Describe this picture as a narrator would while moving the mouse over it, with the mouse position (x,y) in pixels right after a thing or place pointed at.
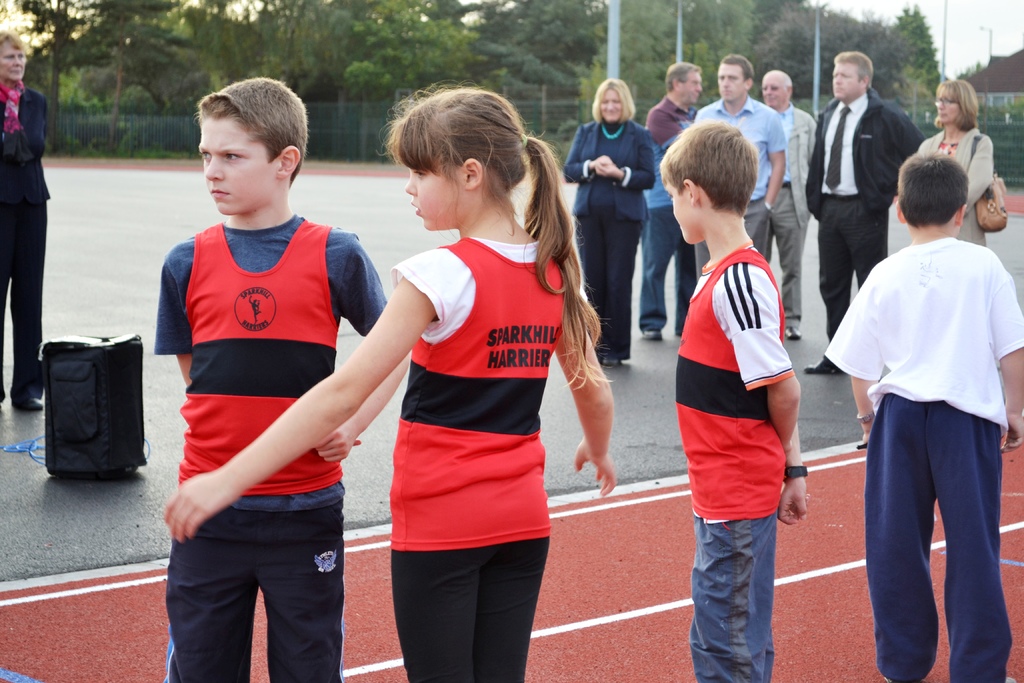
In this image we can see people (620,345) standing on the road (343,322). In the background (353,66) there are poles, fences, trees (566,42) and sky (261,5).
